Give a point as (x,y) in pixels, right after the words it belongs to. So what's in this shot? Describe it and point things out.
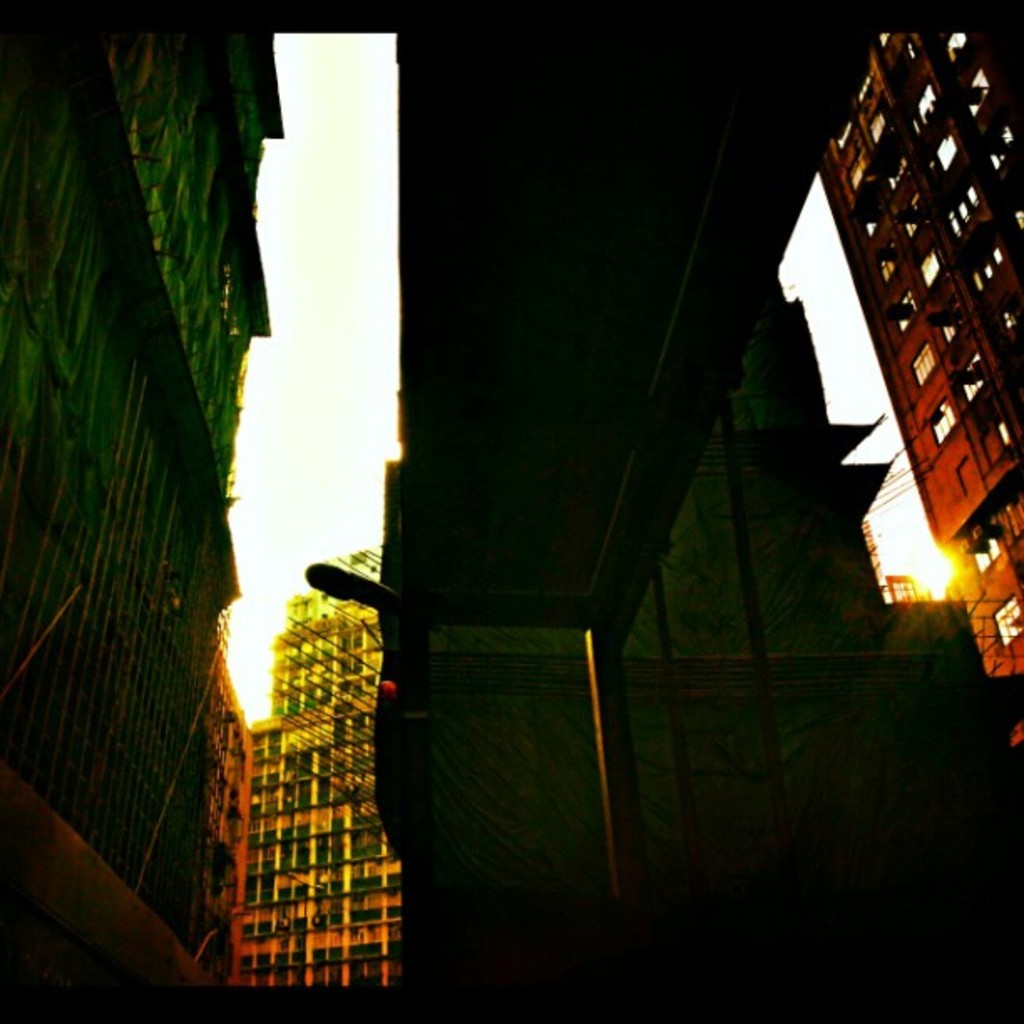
These are the buildings (959,194) with windows (974,194). I think this is the flyover (661,494) with pillars (617,650).
